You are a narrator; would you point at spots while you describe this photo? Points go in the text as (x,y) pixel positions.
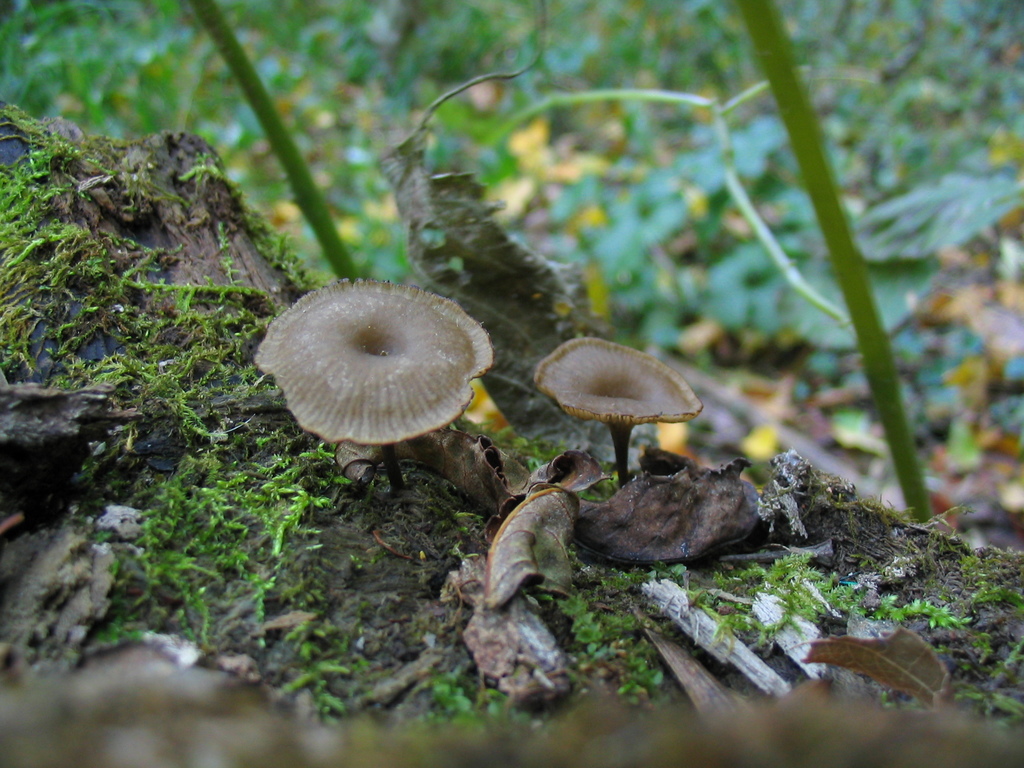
In this image I can see two brown color mushrooms (580,386), the grass (199,168), dry leaves (414,458) and background (611,261) is blurred.
